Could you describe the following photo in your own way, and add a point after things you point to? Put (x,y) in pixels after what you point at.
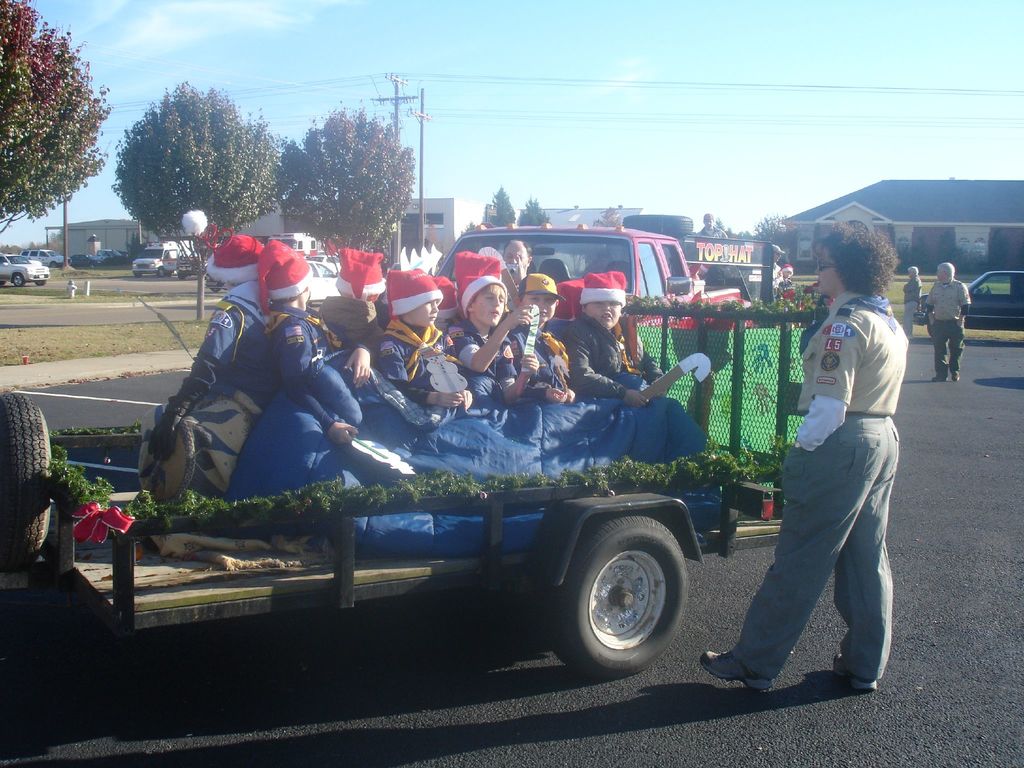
This picture is clicked outside the city. In this picture, we see children (311,309) are sitting on the vehicle (504,472). They are wearing the red color caps (405,297). The woman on the right side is standing. Behind the vehicle (470,559), we see a red color vehicle (603,250). On the right side (956,319), we see the people (961,333) are standing and we see a black car (997,284). On the left side (27,279), we see the cars (191,262) are parked. There are trees (157,227), poles (65,212), buildings (450,221), electric poles (396,193) in the background (939,261). At the top (791,171), we see the sky (771,128).
